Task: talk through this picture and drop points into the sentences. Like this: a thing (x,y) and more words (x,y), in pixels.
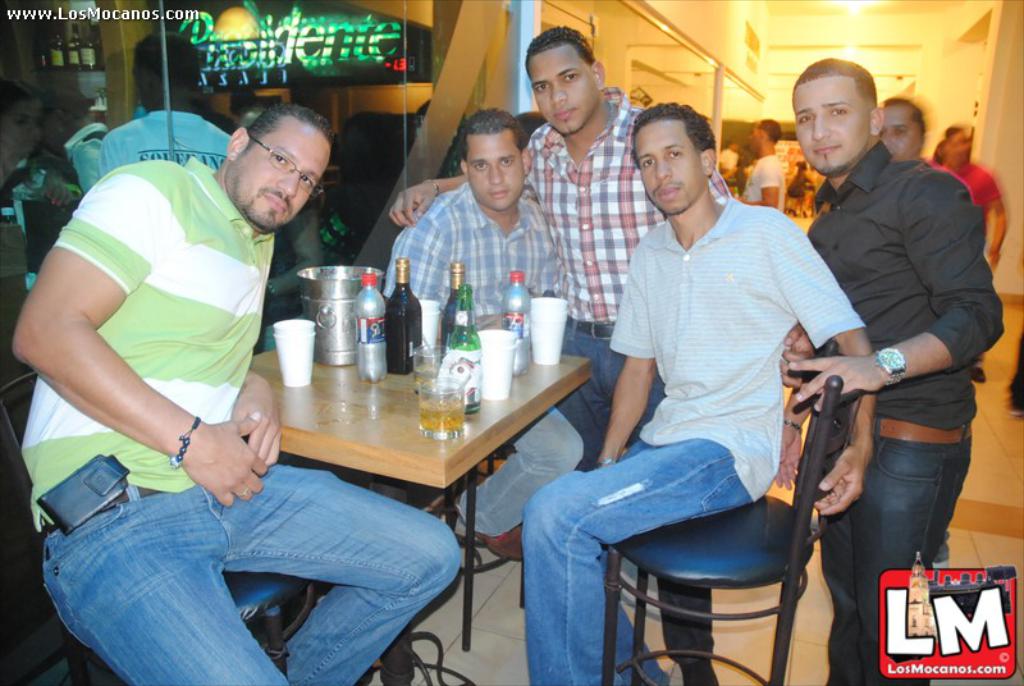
In the picture we can see a five people (692,366), three (723,428) are sitting and two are standing, background we can see some other people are also standing. The people (644,371) who are sitting on the chairs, they are near to the table (511,400). On the table (526,390) we can find some bottles (373,345) and glasses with wine (446,406).
